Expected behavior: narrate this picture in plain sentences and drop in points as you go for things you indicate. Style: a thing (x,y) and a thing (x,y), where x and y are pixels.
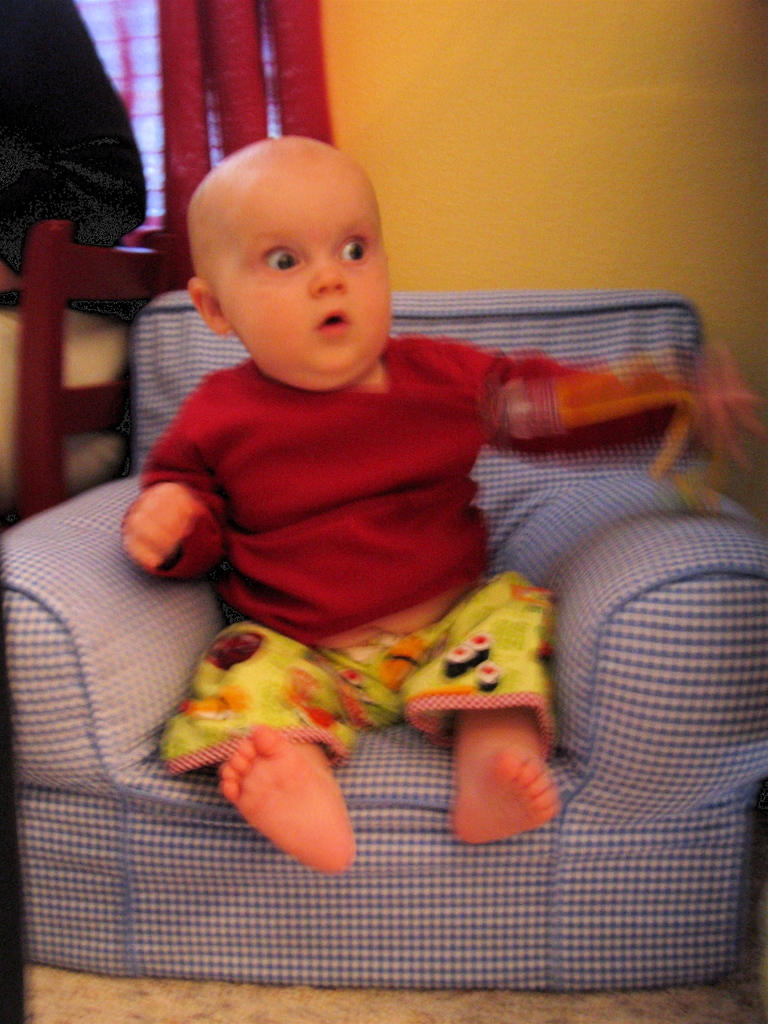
On the background (418,95) we can see a red curtain (304,87) and a yellow colour wall (576,181). Here we can see one baby (298,403) sitting on a chair (595,548), wearing red colour shirt (370,499).
